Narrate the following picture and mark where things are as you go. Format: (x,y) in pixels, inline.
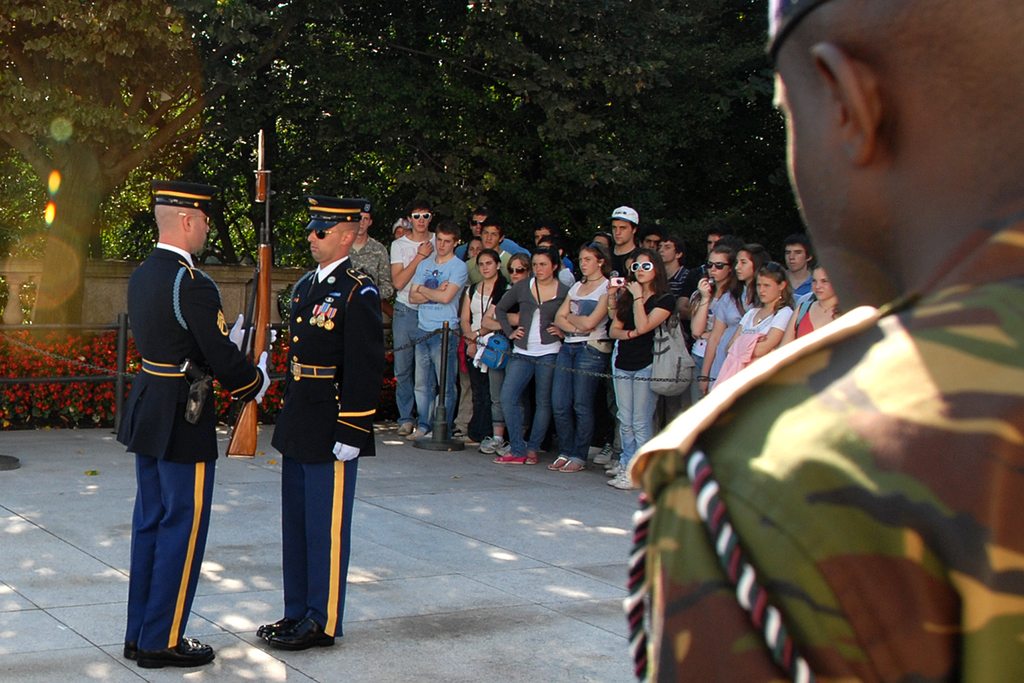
In the image we can see there are people (325,347) standing and they are holding rifle (258,283) in their hand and behind there are other people (597,278) standing. There are lot of trees (225,160) at the back (137,141).
